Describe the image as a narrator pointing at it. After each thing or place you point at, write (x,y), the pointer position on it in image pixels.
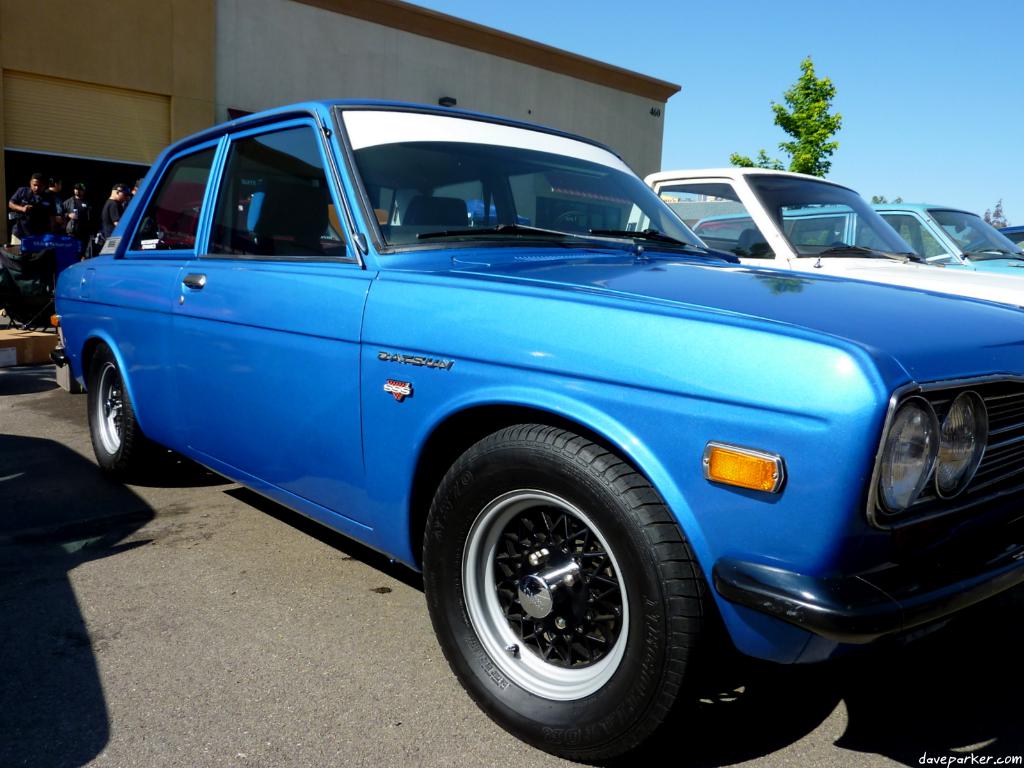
In this image we can see the vehicles (542,384). Behind the vehicles (393,196) we can see a building (25,86) and trees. On the left side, we can see the persons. At the top (721,92) we can see the sky (851,29).
